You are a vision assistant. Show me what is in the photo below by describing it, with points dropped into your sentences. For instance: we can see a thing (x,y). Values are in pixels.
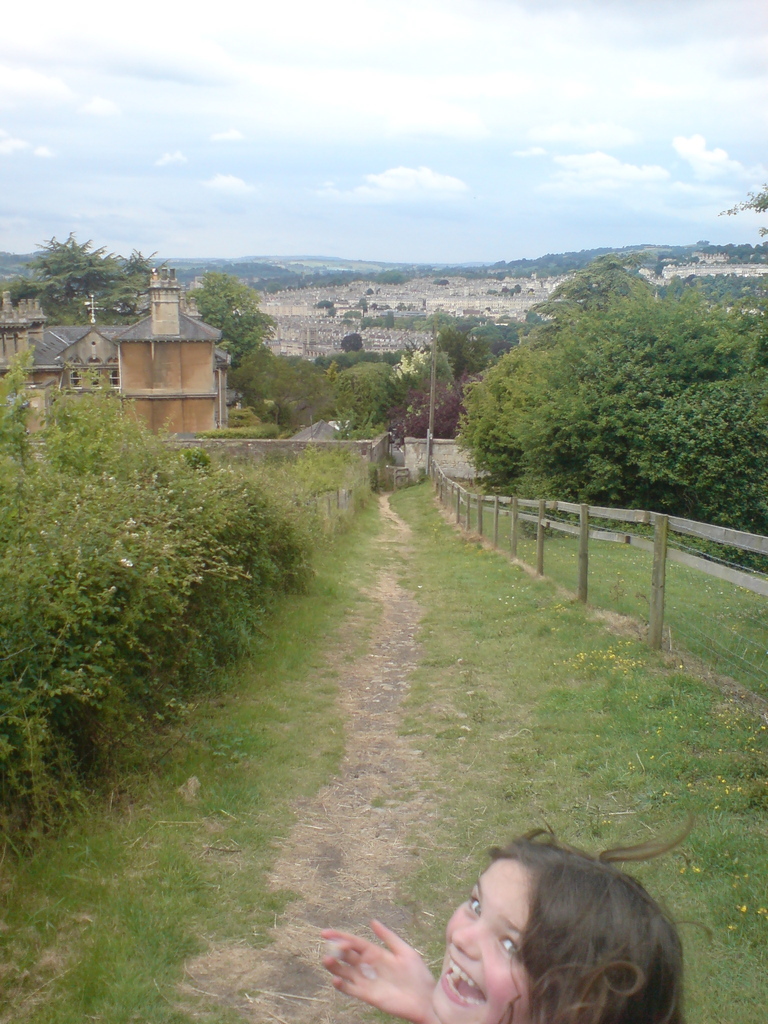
In this image we can see a girl (624,903), grass (413,700), plants (238,528). In the background of the image (167,332) there are buildings (377,286), trees (366,393), sky (547,146) and clouds (426,174).
